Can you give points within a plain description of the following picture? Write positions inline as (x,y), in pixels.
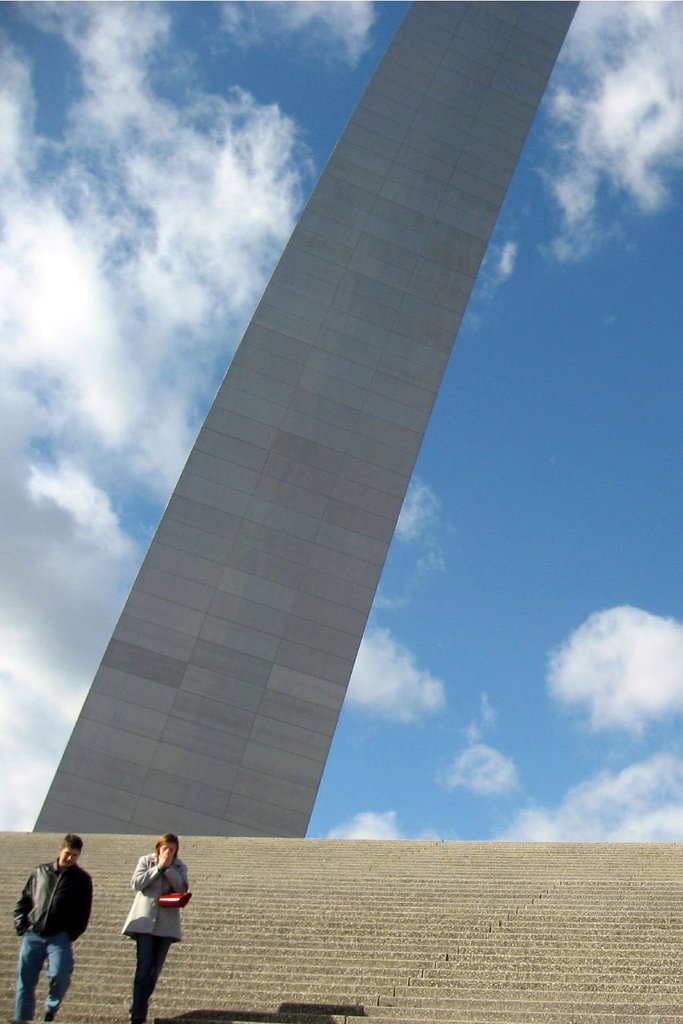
In this image, we can see a monument (212,622), some people (170,930) and one of them is holding an object (173,900) and we can see stairs (379,860). At the top (180,157), there are clouds (190,171) in the sky (496,594).
